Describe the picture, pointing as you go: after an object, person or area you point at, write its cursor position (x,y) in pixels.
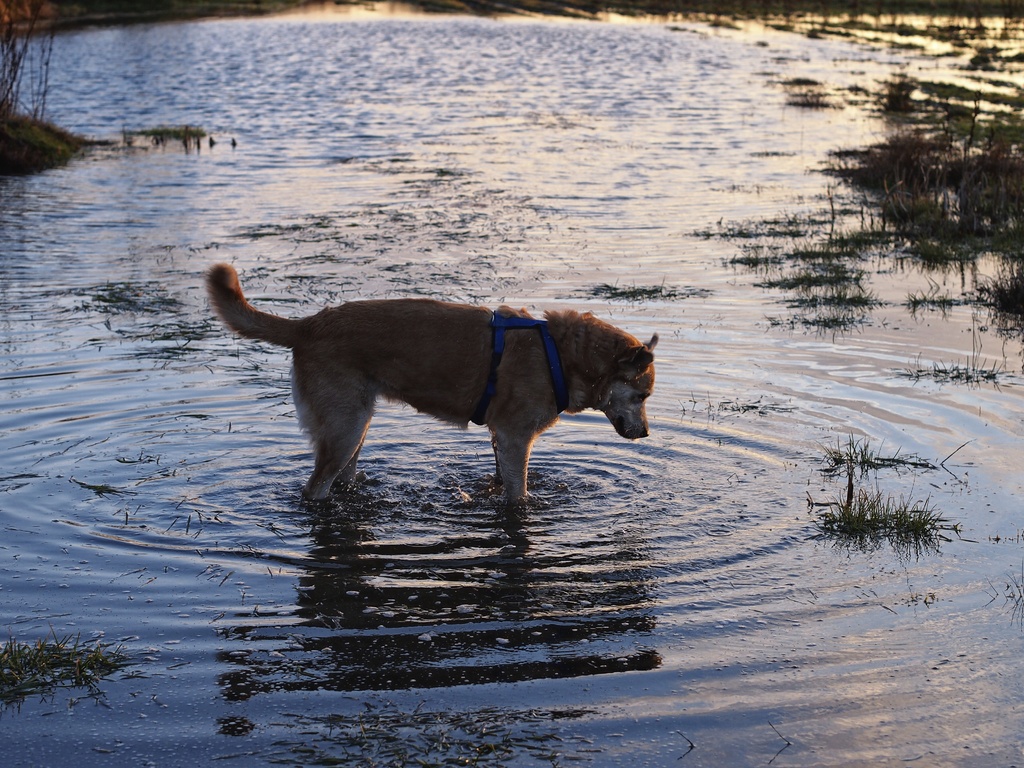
In this picture we can see a dog (497,399) is standing in the water (420,461) and in the water (482,436) there is grass (955,215).
